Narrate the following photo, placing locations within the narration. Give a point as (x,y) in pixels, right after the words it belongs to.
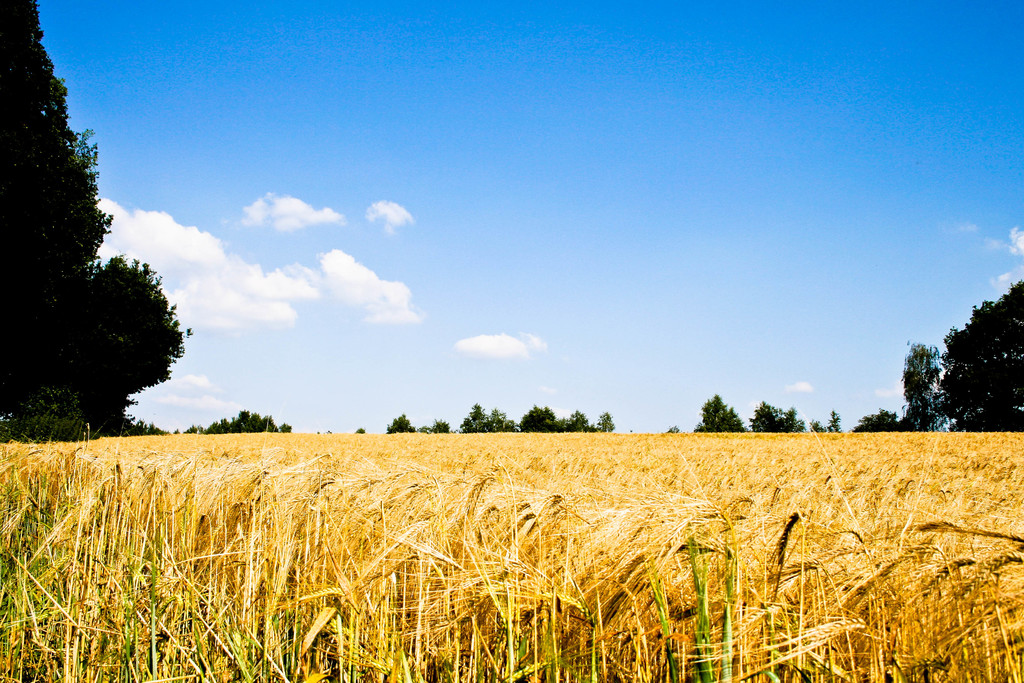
There is a field (279,468). In the background (84,341) there are trees (93,326) and sky (385,236) with clouds (330,259).
